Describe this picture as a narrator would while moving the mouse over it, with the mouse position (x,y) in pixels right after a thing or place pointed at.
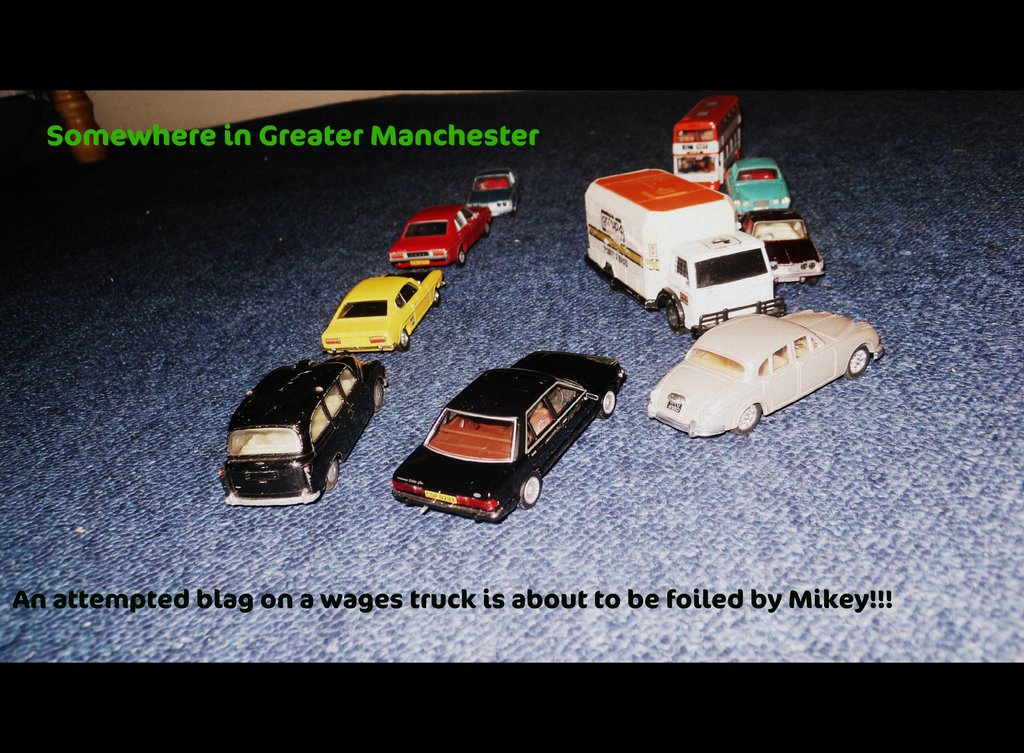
This is an edited picture. I can see toy vehicles (256,468) on an object (562,281), and there are watermarks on the image.
